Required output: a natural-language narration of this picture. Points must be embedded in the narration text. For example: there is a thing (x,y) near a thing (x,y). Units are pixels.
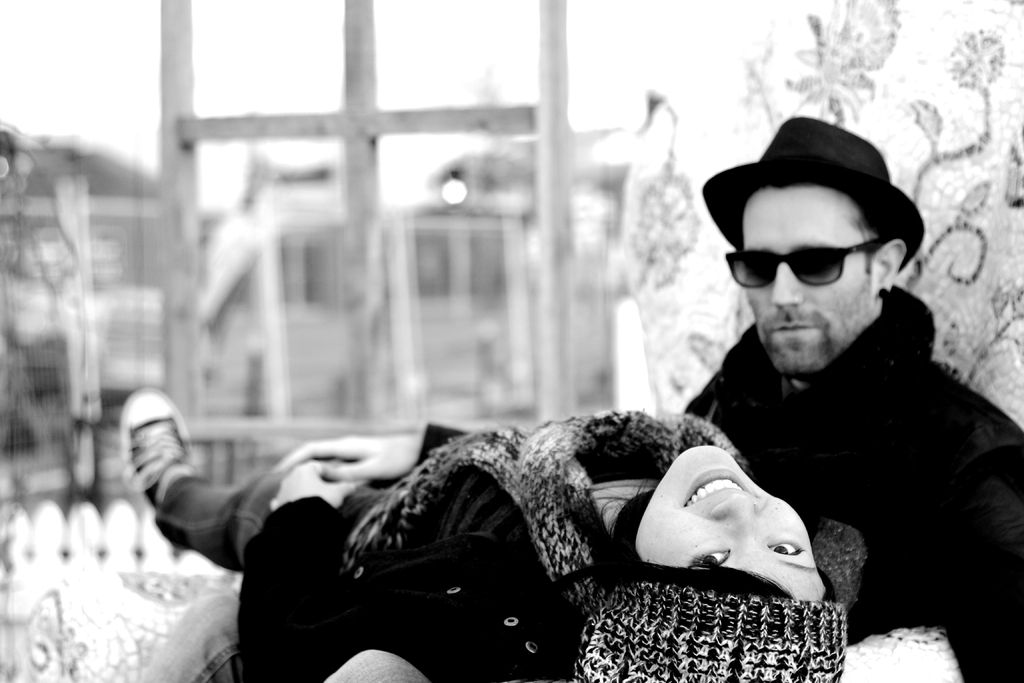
In this picture we can see a man (845,470) and a woman (698,508), they wore caps (728,620), this man (819,393) wore goggles (802,268), there is a blurry background (642,9).
